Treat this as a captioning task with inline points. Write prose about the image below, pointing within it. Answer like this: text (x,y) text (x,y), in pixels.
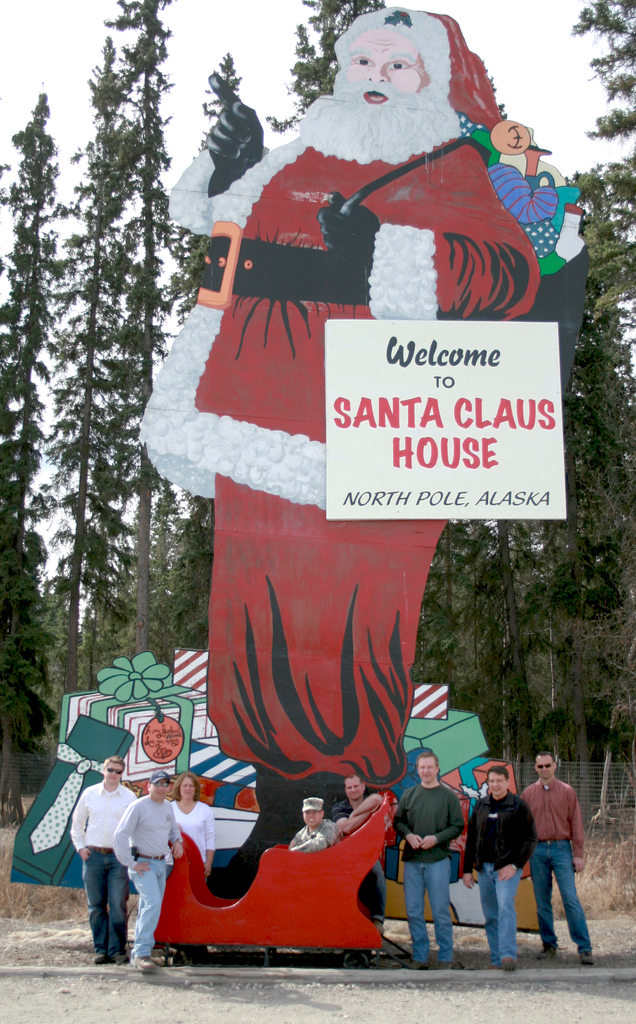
In the middle of this image (255,493), there is a cutout (244,122) of a Santa (417,65). Beside this cutout (229,725), there are persons (567,845) in different color dresses (484,900). One of them is sitting in a red color object (270,926). Beside them, there is a road (215,986). In the background (39,435), there are trees (612,414) and plants (617,866) on the ground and there are clouds (497,30) in the sky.
